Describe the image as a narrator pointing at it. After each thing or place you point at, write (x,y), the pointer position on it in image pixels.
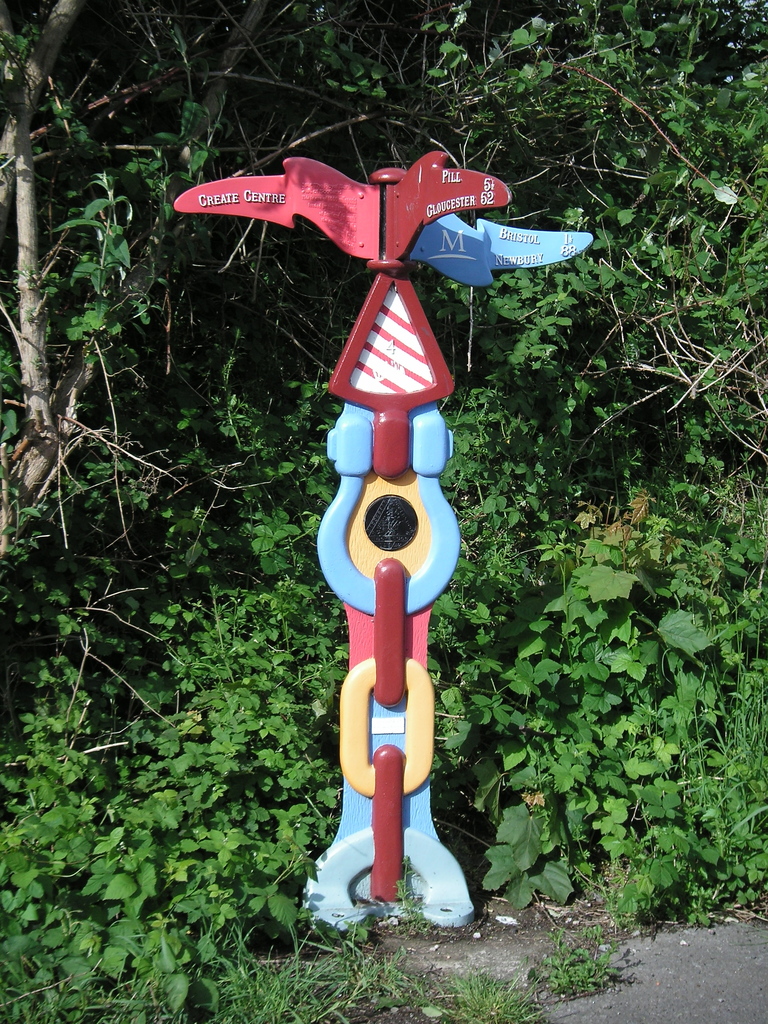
We can see boards (419,209) on colorful stand (370,607) and we can see grass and plants (333,302).
